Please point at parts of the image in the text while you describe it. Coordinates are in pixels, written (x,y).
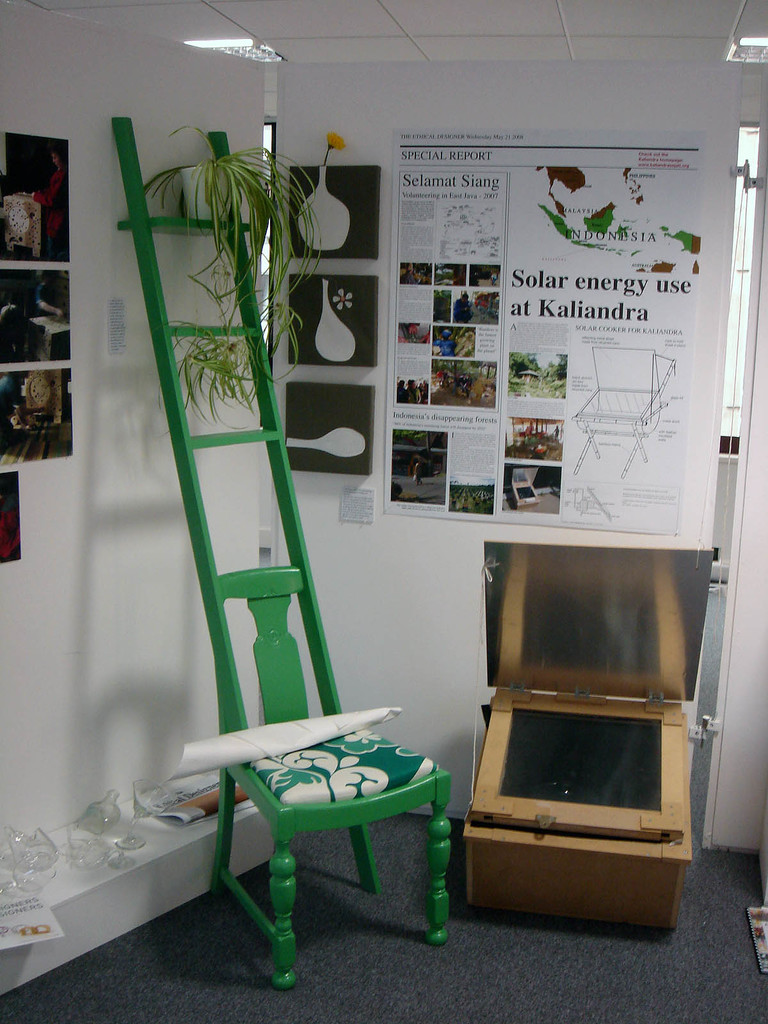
In this image there is a chair (292,885) with the ladder (276,430). On top of the chair (271,704) there is a paper (315,733). There are a few objects (24,871) on the platform (155,843). There is a wooden object (471,874). There is a flower pot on the ladder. In the background of the image (458,247) there are posters (369,313) on the wall (41,620). At the top of the image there are lights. At the bottom of the image (479,968) there is a mat (502,989) on the floor (445,988).
